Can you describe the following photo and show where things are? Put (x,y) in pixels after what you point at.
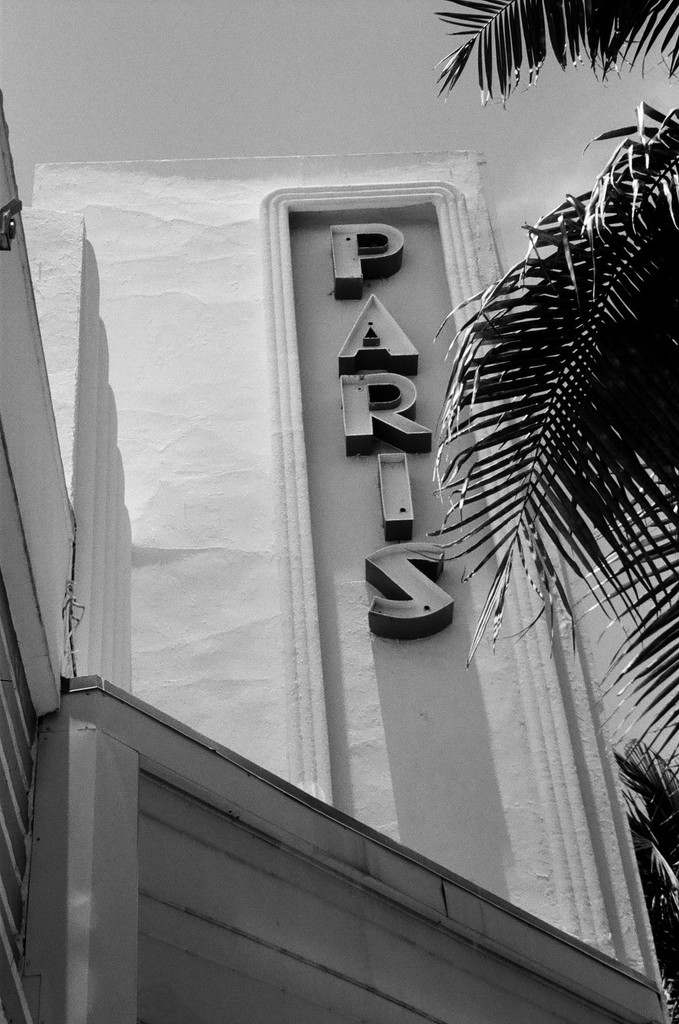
In this picture we can see black and white photo of the building (382,597) on which "Paris" is written. On the right corner (602,386) we can see the coconut tree (562,321).
